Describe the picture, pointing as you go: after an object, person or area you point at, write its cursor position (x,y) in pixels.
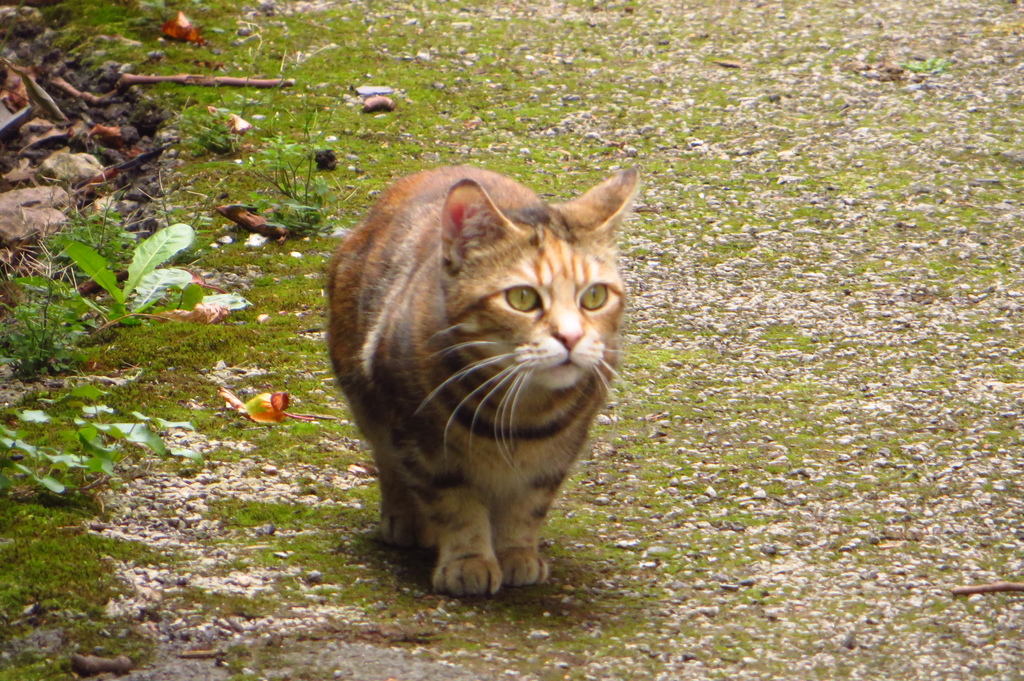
In the picture there is a cat (440,387) walking on the grass (370,546) and beside the cat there are few leaves (30,451) and some stones (3,204).
